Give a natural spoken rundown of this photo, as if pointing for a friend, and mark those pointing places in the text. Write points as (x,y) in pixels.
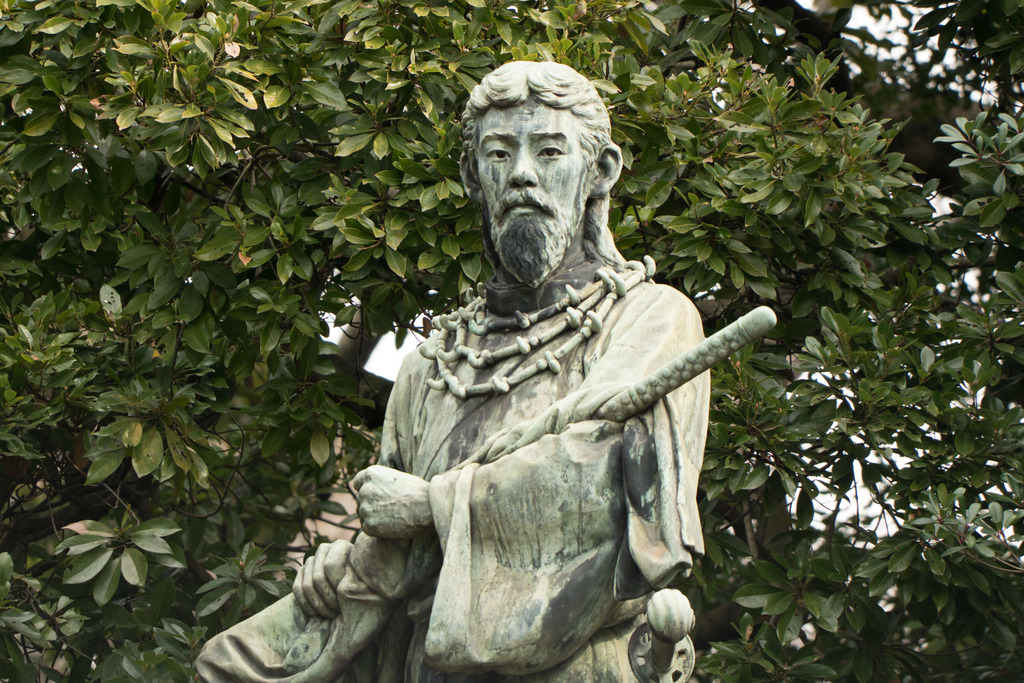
We can see sculpture (535,373) holding an object (671,381), behind this sculpture (685,348) we can see green leaves (757,583).
